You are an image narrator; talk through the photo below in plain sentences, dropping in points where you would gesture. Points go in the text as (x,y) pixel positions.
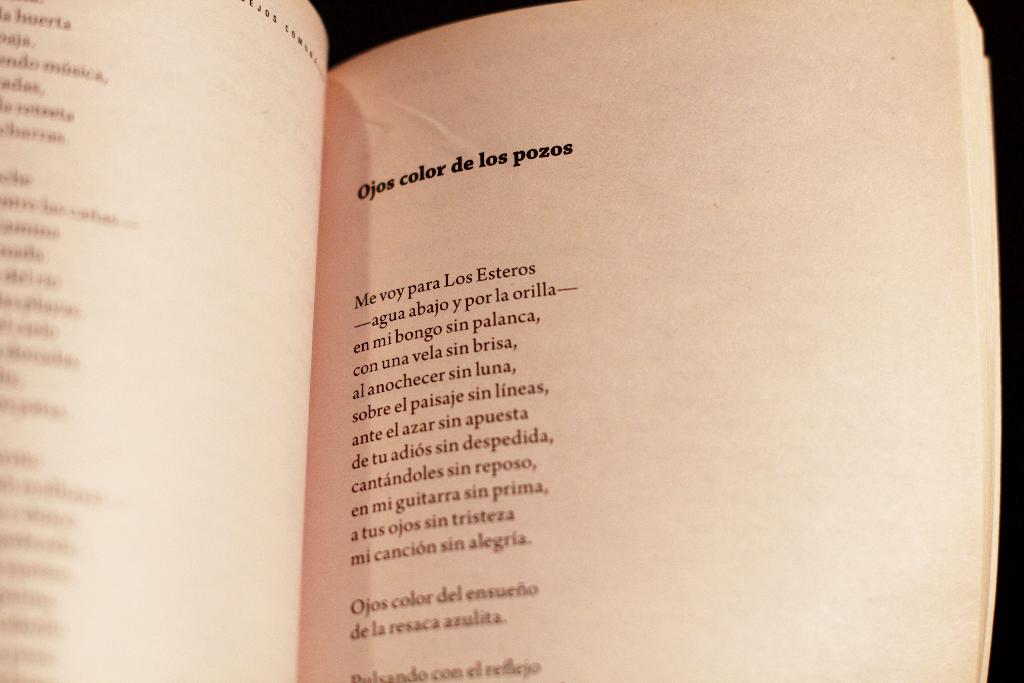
In the picture I can see an open book (576,403). On these papers (259,419) I can see something written on them.
